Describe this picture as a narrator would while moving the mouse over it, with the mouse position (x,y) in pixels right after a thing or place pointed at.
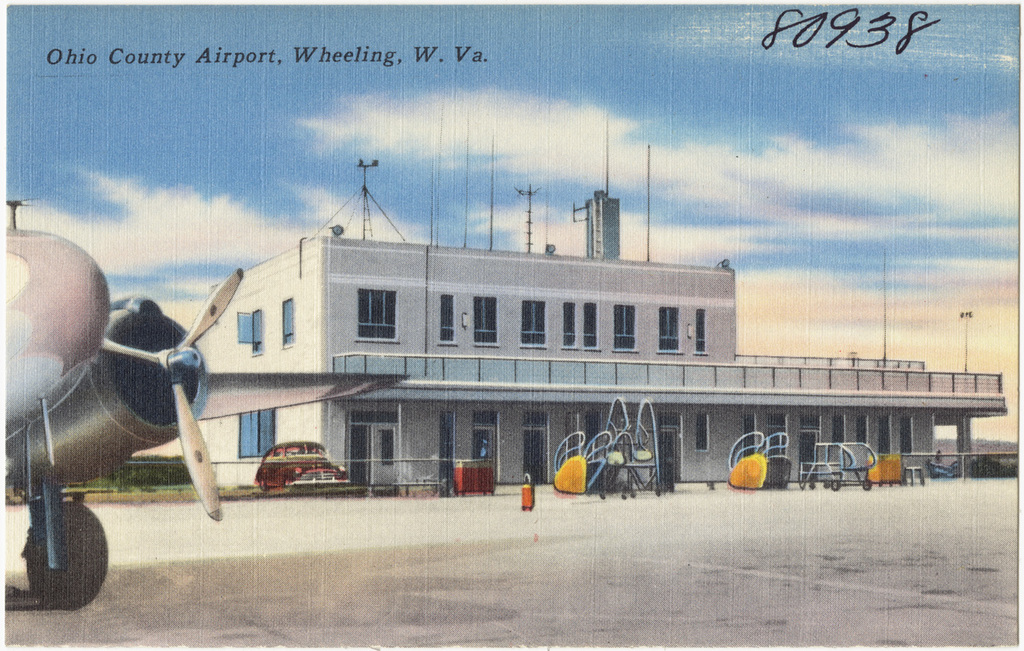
In this image, we can see a poster (496,332) with some images (341,238) and text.
